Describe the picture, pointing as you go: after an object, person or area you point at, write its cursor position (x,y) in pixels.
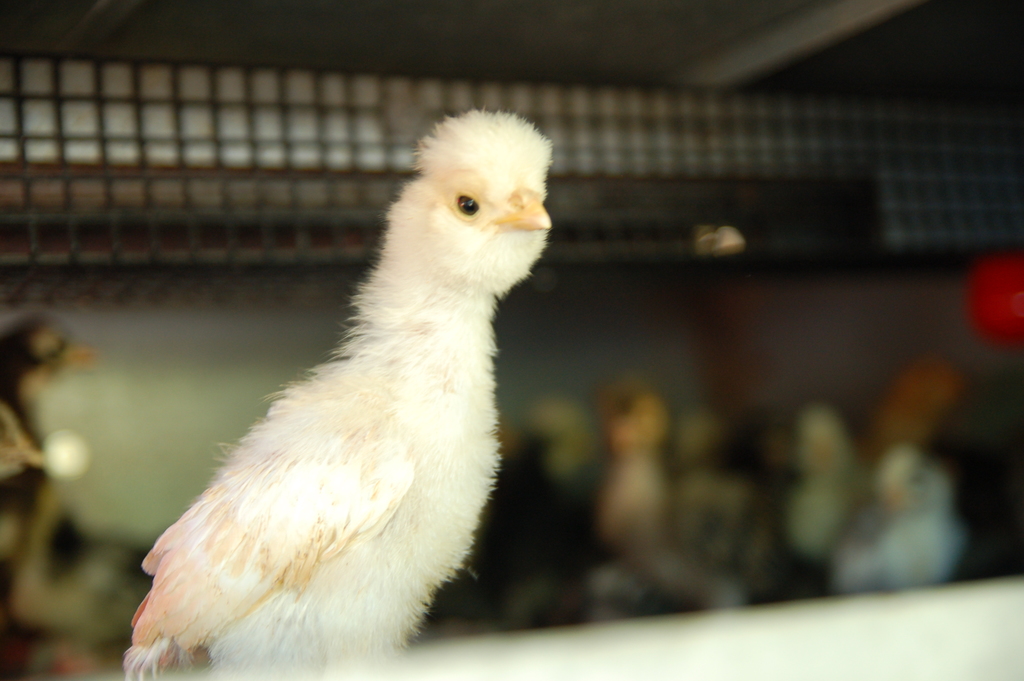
In this picture I can see a bird (373,421) and looks like few birds (704,425) in the background (713,487).
